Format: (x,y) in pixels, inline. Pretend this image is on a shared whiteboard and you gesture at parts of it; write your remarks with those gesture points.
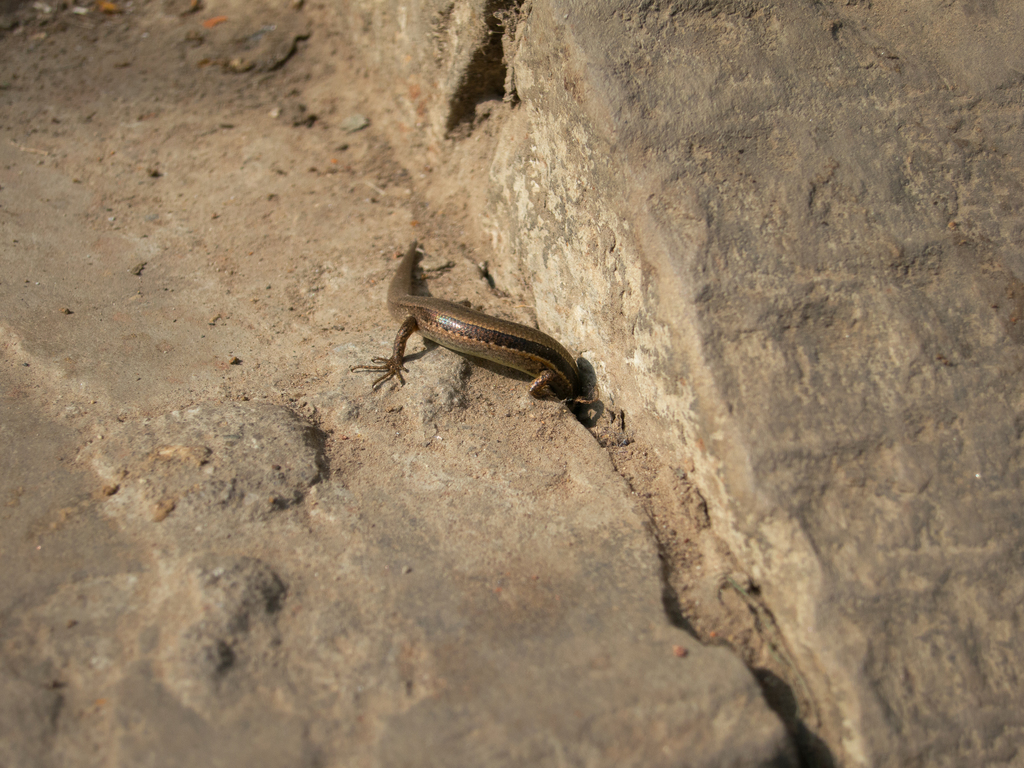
As we can see in the image there is a lizard (480,331) and rocks (451,358).
